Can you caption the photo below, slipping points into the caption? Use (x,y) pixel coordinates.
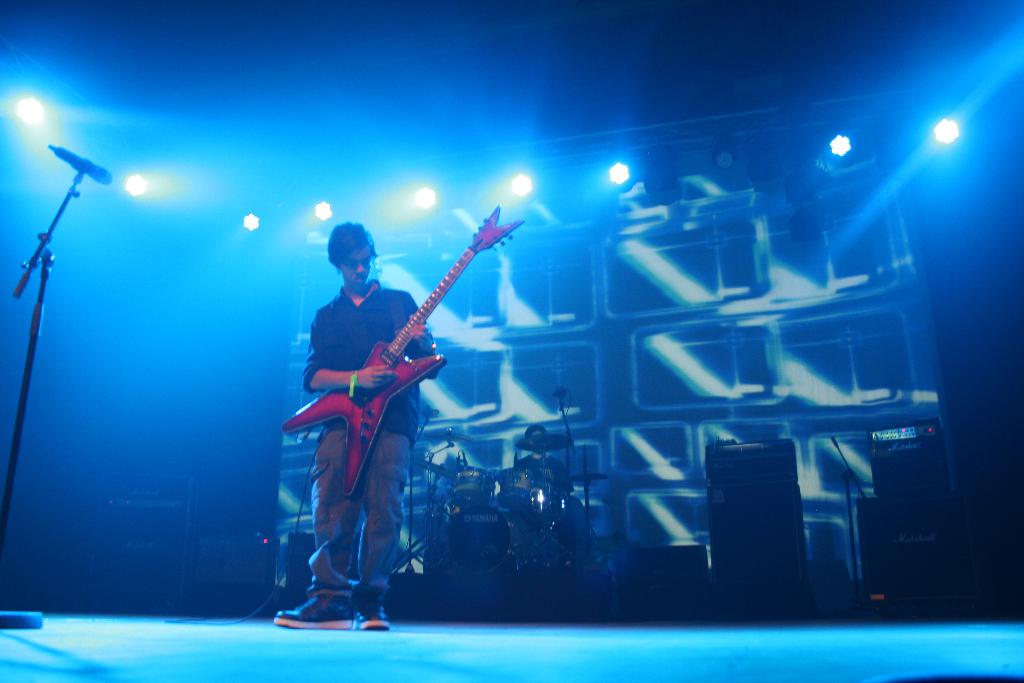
In this image I can see a person (343,264) standing and holding a musical instrument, in front (46,229) I can see a microphone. Background I can see few musical instruments (798,582) and I can also see few lights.
